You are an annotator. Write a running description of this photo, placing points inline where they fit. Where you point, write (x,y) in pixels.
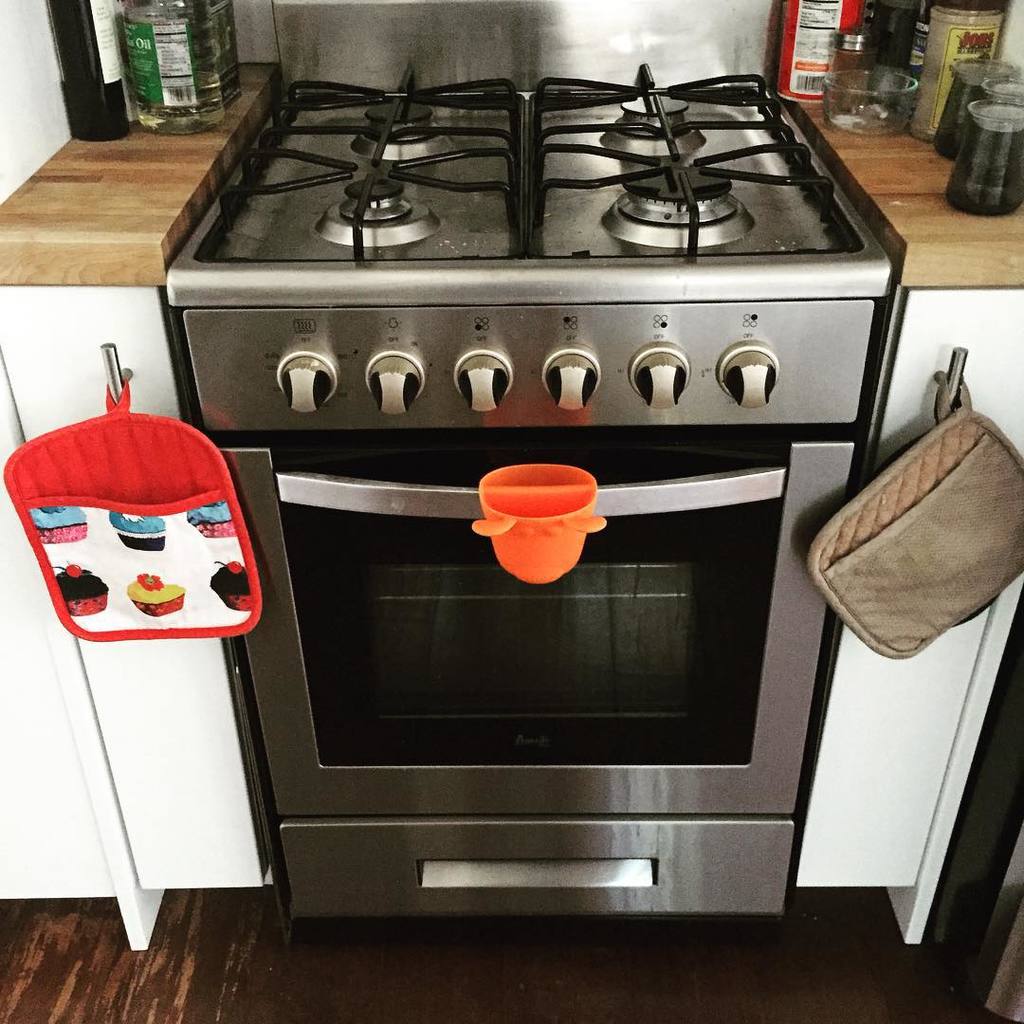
In this image we can see the kitchen view which includes a stove (768,131), after that we can see glass jars (974,161), oven (810,533), near that we can see few objects (226,9).
